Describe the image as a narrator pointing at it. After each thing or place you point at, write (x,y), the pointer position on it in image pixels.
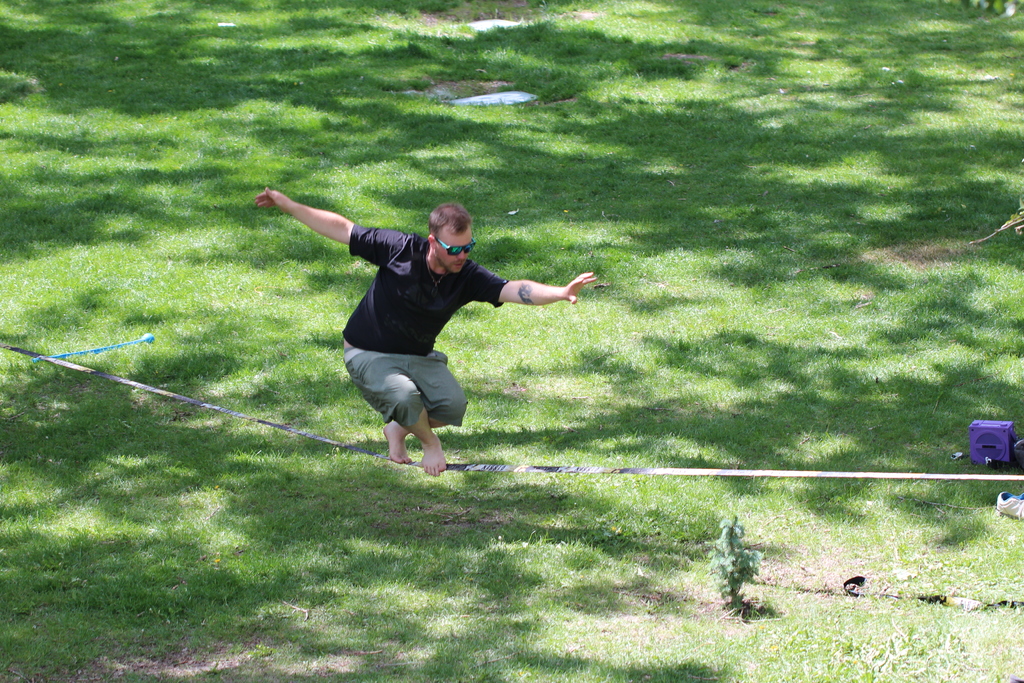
In this picture I can see a man (309,216) standing on the rope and I can see a plant (728,591) and grass (702,318) on the ground (477,402) and I can see footwear (1009,505) and a box (999,456) on the right side of the picture (1000,423).
